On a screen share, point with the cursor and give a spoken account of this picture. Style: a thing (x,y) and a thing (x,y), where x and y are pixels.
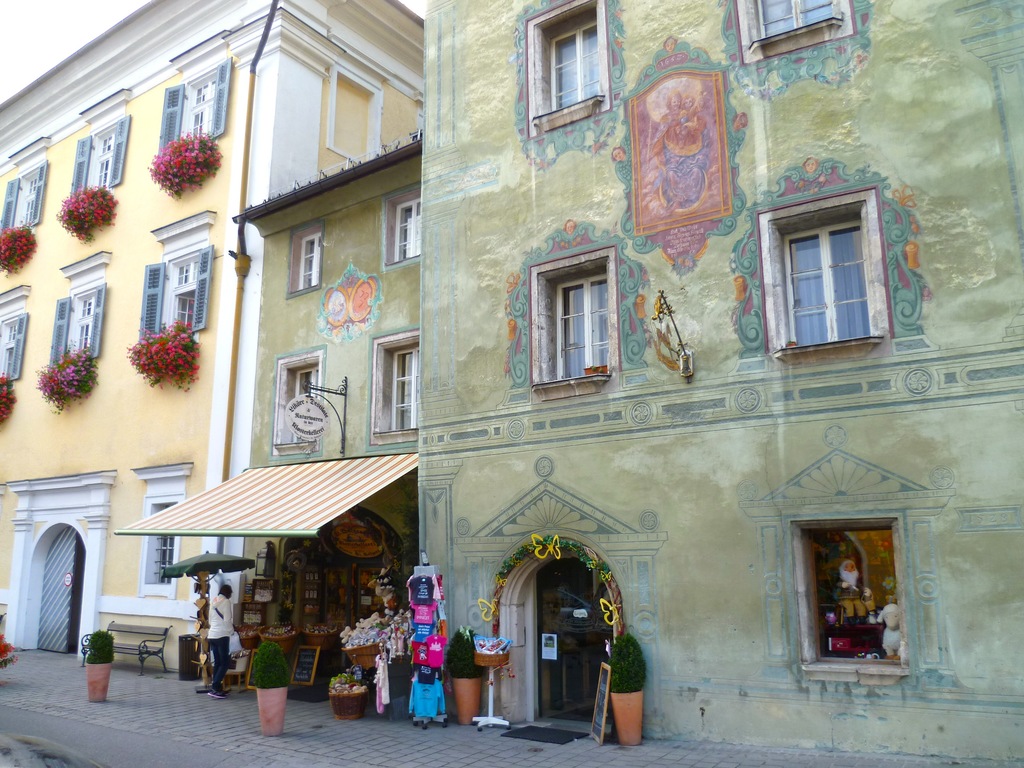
In this image on the right (698,254) there are buildings (331,200), plants (200,181), flowers (66,372), windows (179,267). At the bottom (458,714) there are a person (218,625), plants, posters (603,718), toys (890,632), floor (216,728). At the top (26,75) there is sky (17,50).
